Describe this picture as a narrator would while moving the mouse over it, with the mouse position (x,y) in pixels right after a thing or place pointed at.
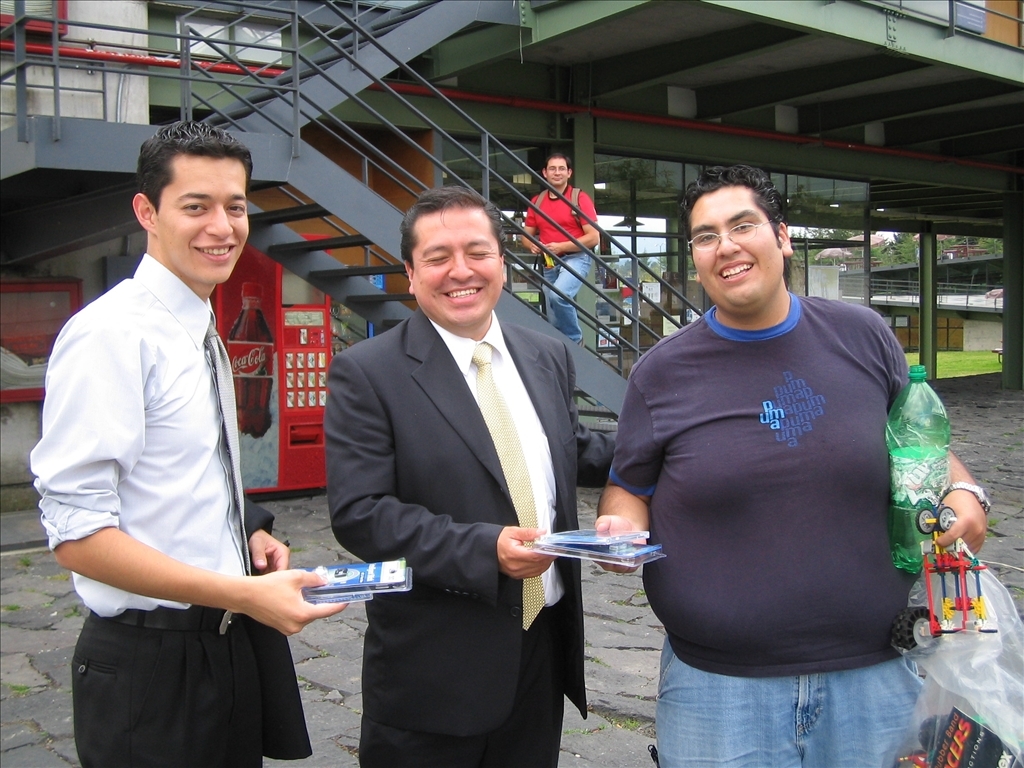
In this picture there were three members (490,507) standing. All of them were smiling. One of the man (680,426) was holding a green color bottle (924,507) and a cover (972,689) in his hand (952,529). We can observe a person (557,213) on the stairs (596,367). There is a black color railing (186,82). In the background (696,153) there is a building (777,178).
